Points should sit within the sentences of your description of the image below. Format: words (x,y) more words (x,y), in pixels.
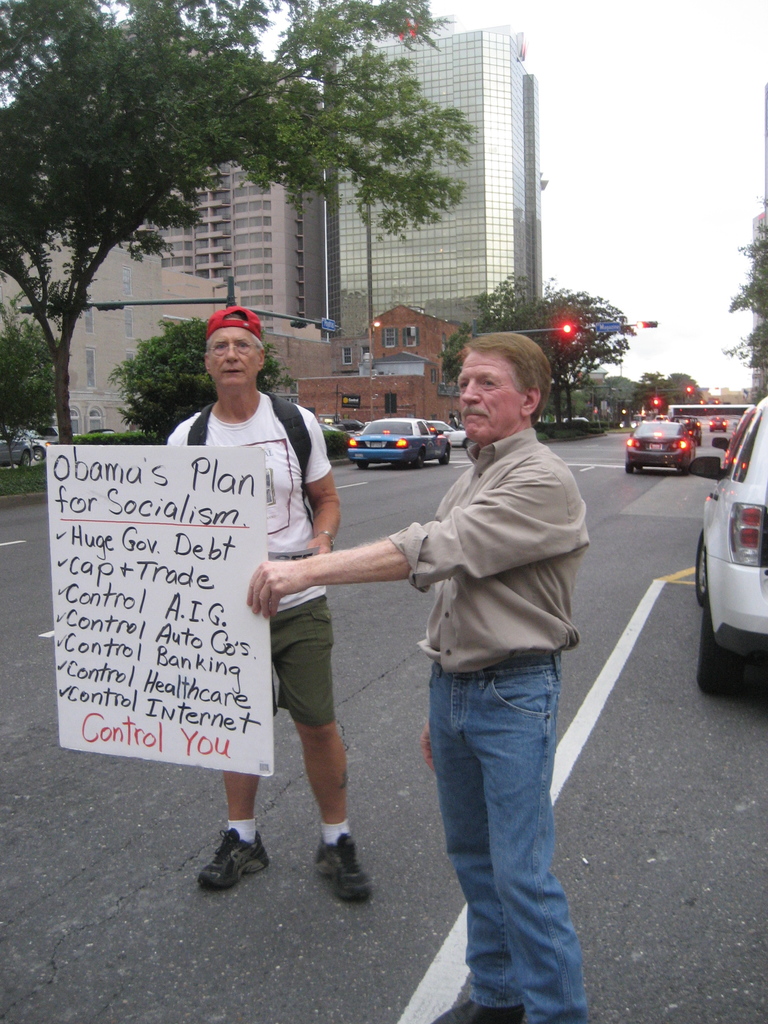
In this image we can see there are two people (479,702) holding a banner (246,574) with some text (172,630) and standing on the road (584,851), behind them there are some cars (763,470) parked. On the left side of the image (202,223) there are buildings (219,270), in front of them there are trees (177,335) and there is a signal (569,325) on the road (618,511). In the background (616,176) there is a sky (615,134).
